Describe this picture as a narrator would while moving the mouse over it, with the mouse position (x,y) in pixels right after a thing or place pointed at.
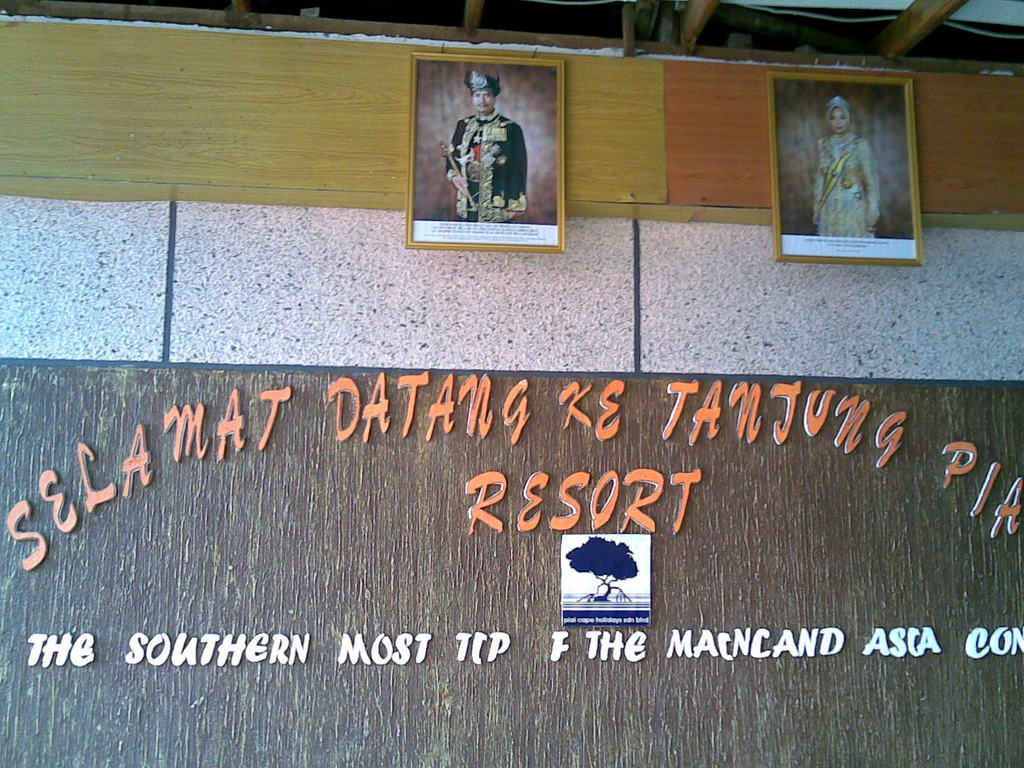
In the background (962,208) we can see the wall (751,113). In this picture we can see the frames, board (596,537) and text (598,621) on the wall (739,311). At the top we can see a wire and wooden objects (976,76).
